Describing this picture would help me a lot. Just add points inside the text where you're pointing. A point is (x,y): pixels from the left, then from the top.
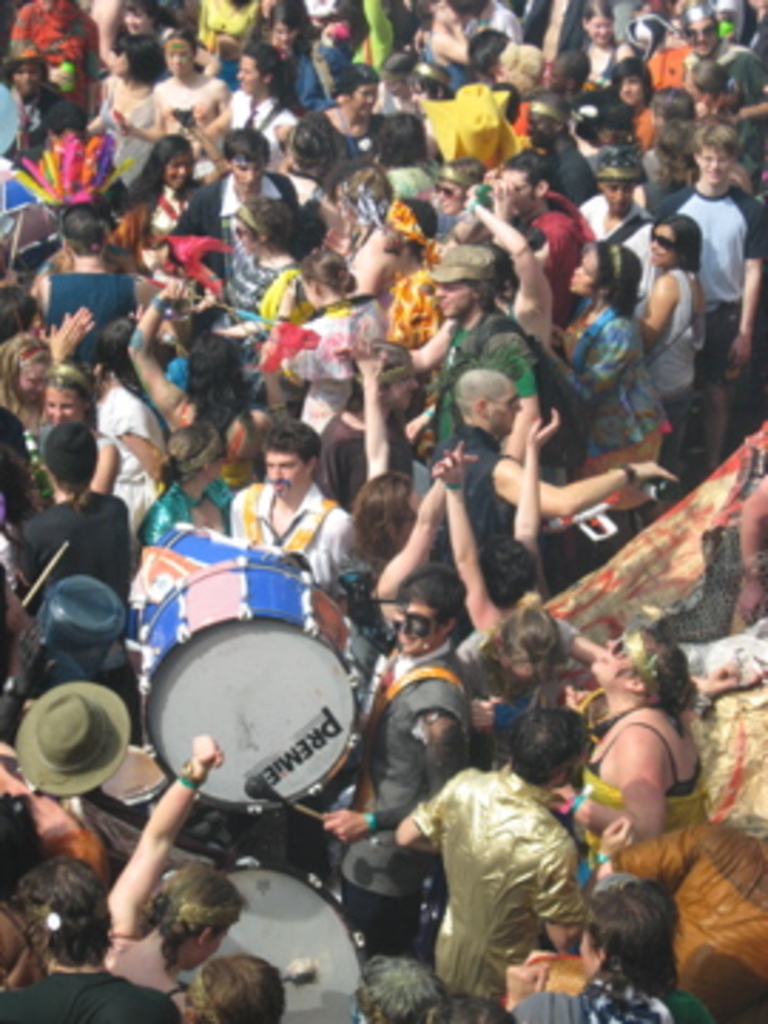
There are group of people (423,442) here and at the bottom left (192,726) few (117,707) are playing musical instruments (242,707).
